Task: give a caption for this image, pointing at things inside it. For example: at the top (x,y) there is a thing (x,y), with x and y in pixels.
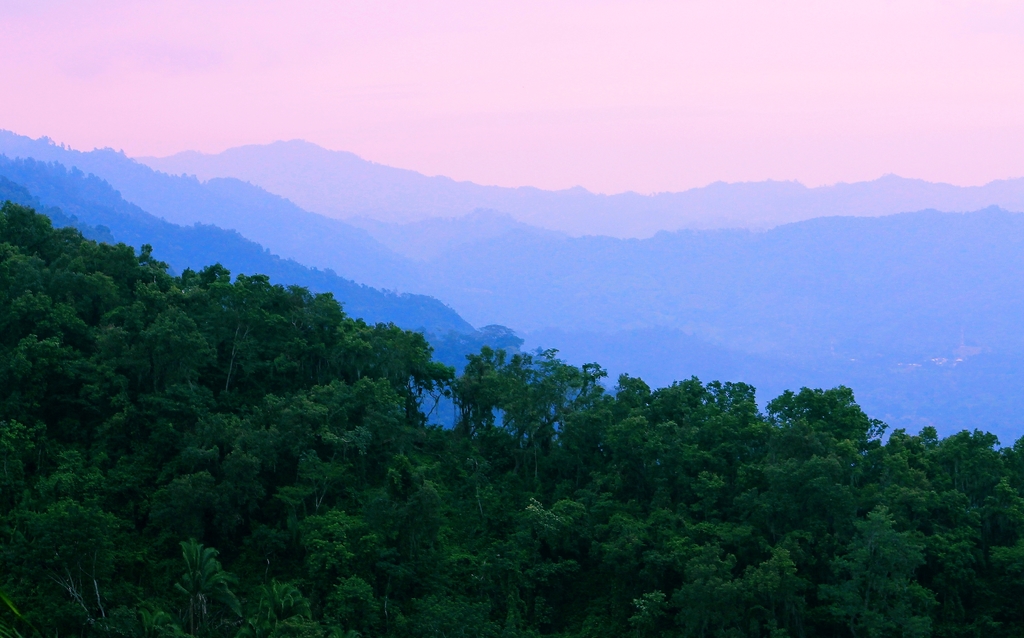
In this image we can see sky (494,129), hills (517,197) and trees (394,428).
